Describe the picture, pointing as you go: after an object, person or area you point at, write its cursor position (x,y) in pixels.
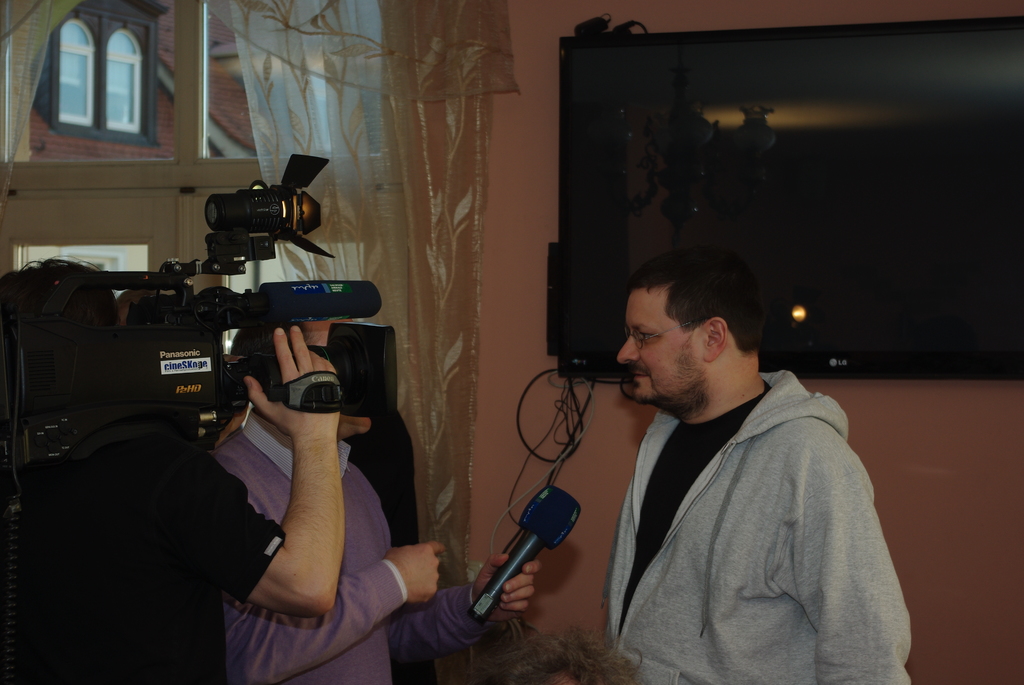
The picture is taken inside a room (467,340). In the right (744,403) one person (774,490) wearing grey jacket (758,477) is standing. In the left (186,490) a person (167,483) wearing black t-shirt (120,520) is holding a camera (200,367) beside him one person (275,467) wearing violet sweater (279,484) is holding one mic (559,523). A tv (786,178) is mounted on the wall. In the background (419,166) there are curtains (340,74) and window (171,118).
